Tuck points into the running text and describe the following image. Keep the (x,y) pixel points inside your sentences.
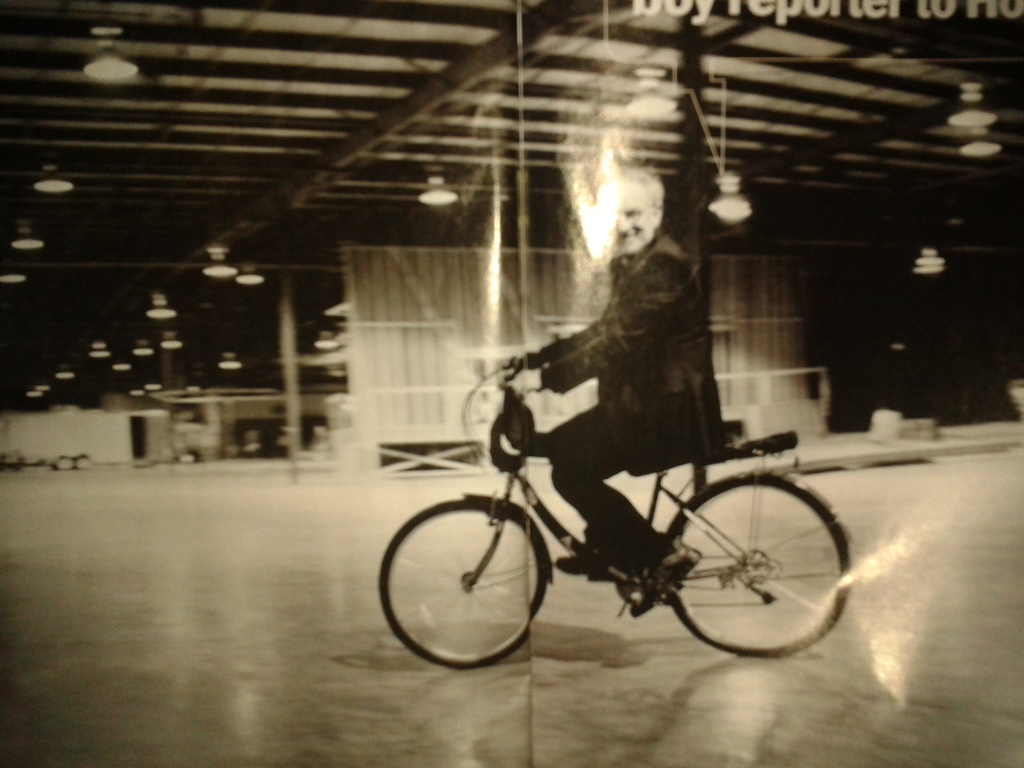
In this picture there is a man (618,440) riding bicycle (772,538). At the back (982,390) it looks like a wall (974,385) and there are objects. At the top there are lights (135,354). At the top right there is text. At the bottom (447,705) there is a floor (490,695).
